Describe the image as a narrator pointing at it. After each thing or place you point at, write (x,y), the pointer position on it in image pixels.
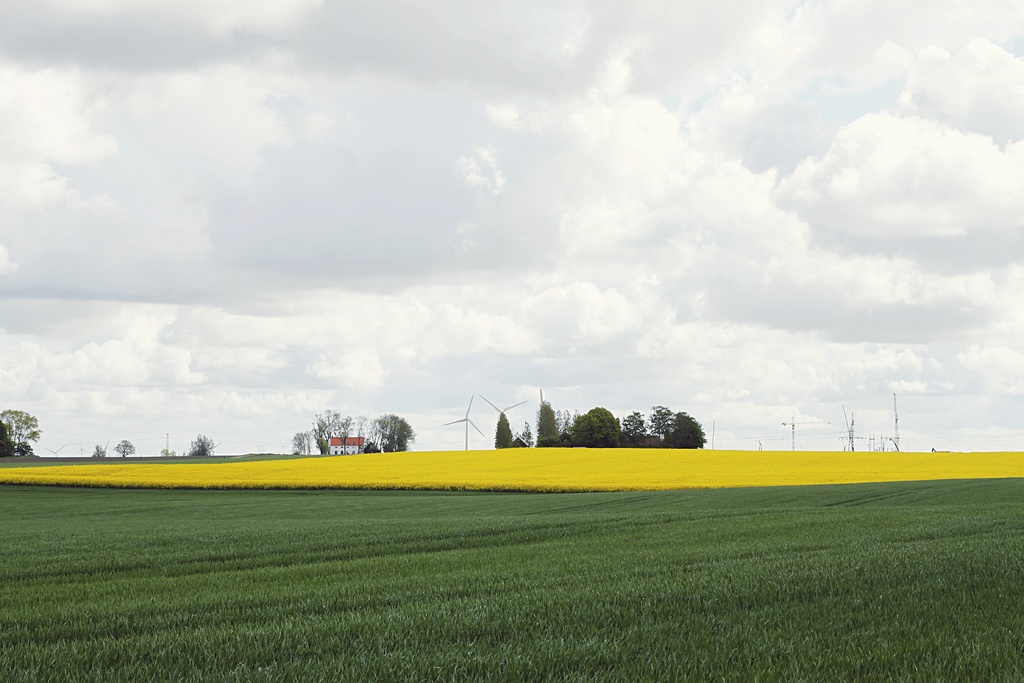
In this image we can see agricultural farms (587,512), trees (569,428), building (358,436), electric poles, windmills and sky (761,165) with clouds (456,67).
